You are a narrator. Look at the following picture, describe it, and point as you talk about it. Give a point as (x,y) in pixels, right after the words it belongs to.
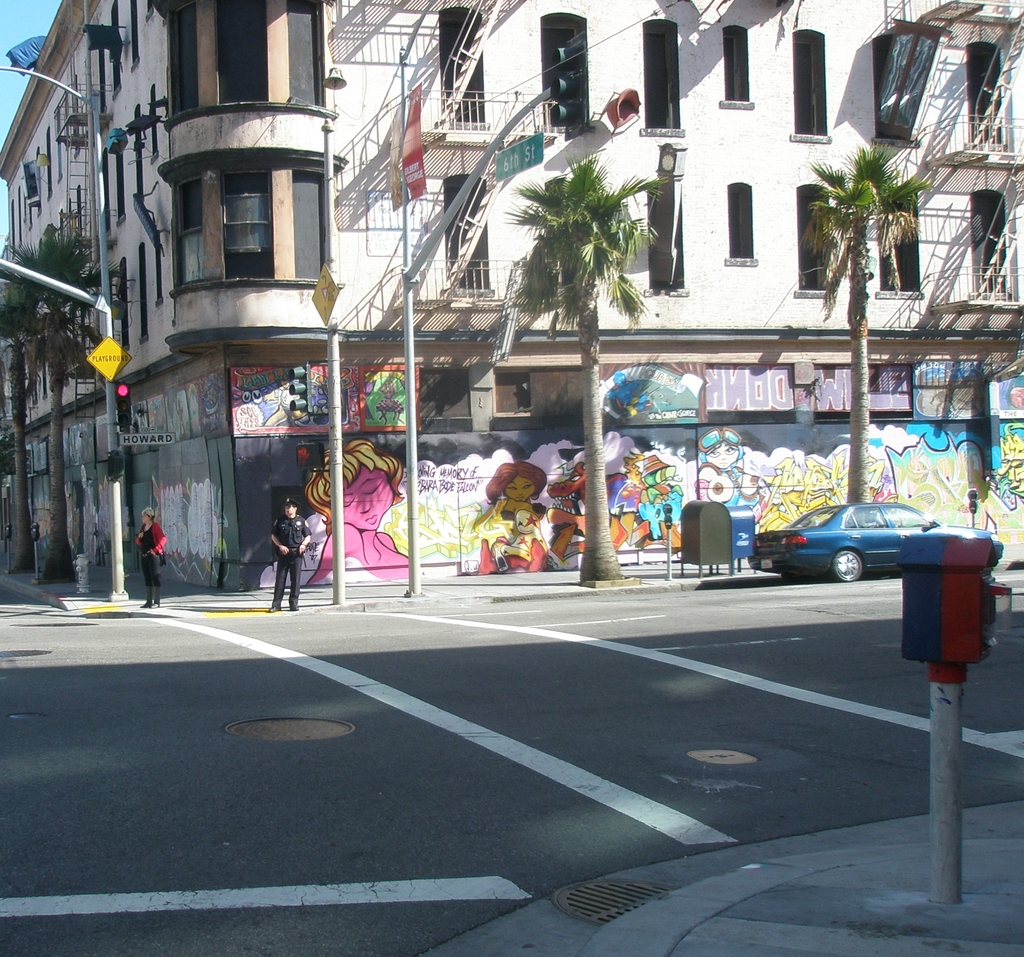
Here in this picture we can see a building (433,181) with number of windows (121,182) present and on the walls (474,452) we can see some paintings (547,471) present and on the road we can see a car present and we can see people (289,523) standing and we can also see light post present and we can also see traffic signal lights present on poles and we can also see trees (51,343) present.
